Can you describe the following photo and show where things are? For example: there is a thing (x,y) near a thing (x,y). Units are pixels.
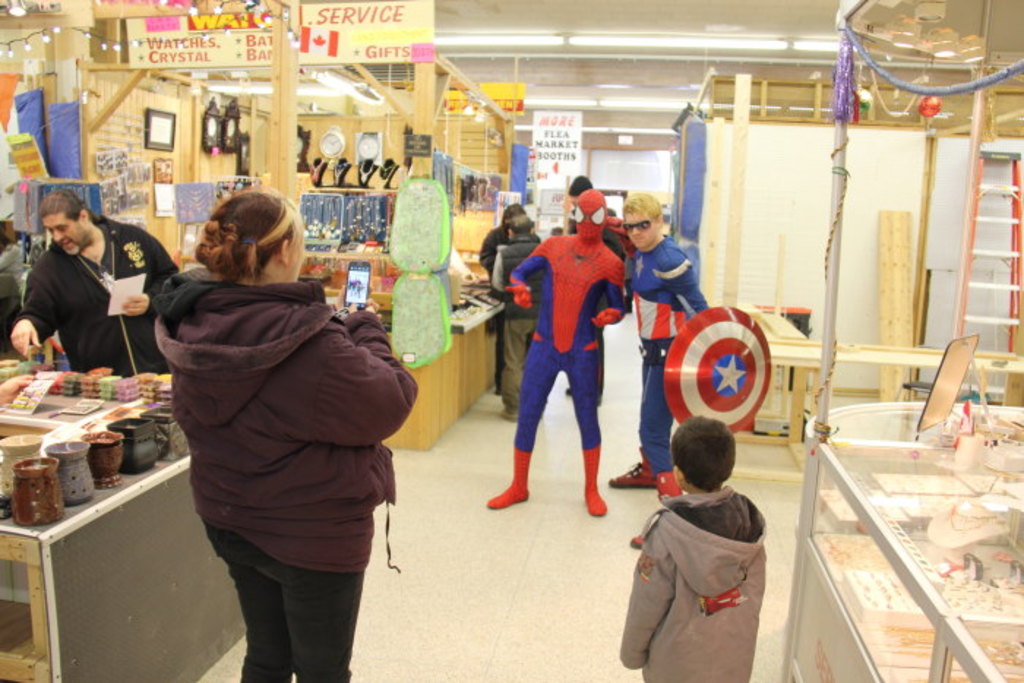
In this image I can see number of people (554,260) where few of them are wearing costumes (580,320). I can also see she is holding a phone (349,296) and I can see most of them are wearing jackets (411,404). In background (329,162) I can see few clocks (376,139), few other stuffs (157,135) and I can see something is written at few places.
